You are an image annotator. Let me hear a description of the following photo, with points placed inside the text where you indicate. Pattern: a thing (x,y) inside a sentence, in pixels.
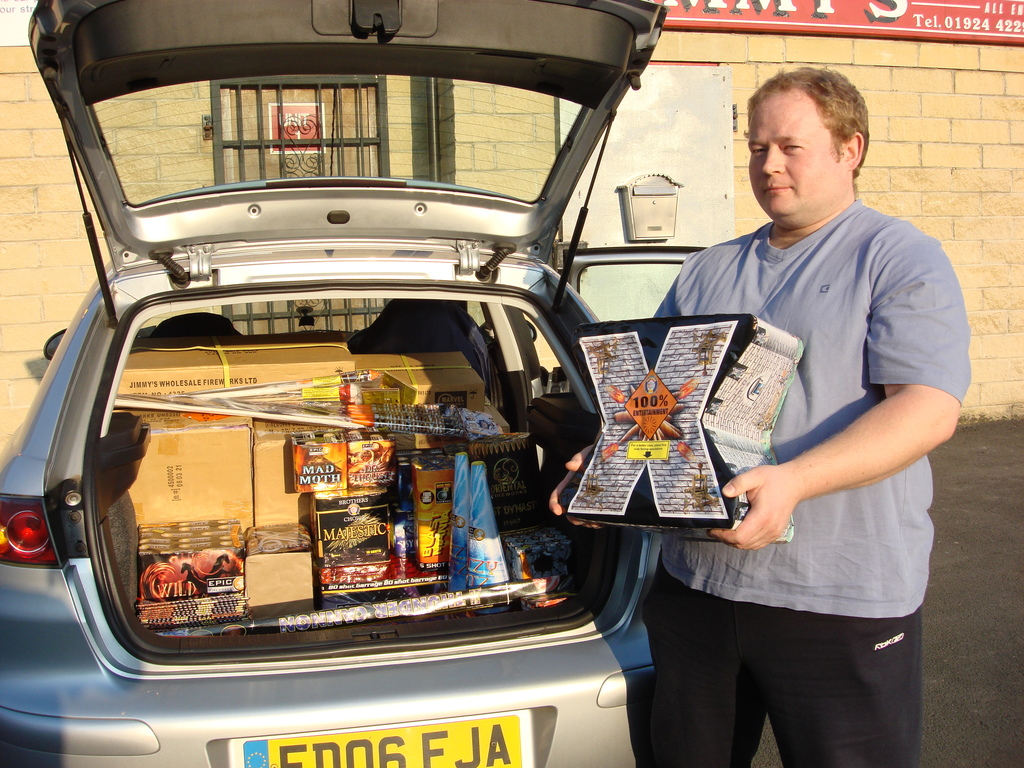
In the picture we can see a car back door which is opened and inside we can see some boxes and beside the car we can see a man (718,717) standing and holding a box (669,465) and in the background (935,28) we can see a wall (956,54) with window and some red color board (981,27) with some information (946,22) in it.
